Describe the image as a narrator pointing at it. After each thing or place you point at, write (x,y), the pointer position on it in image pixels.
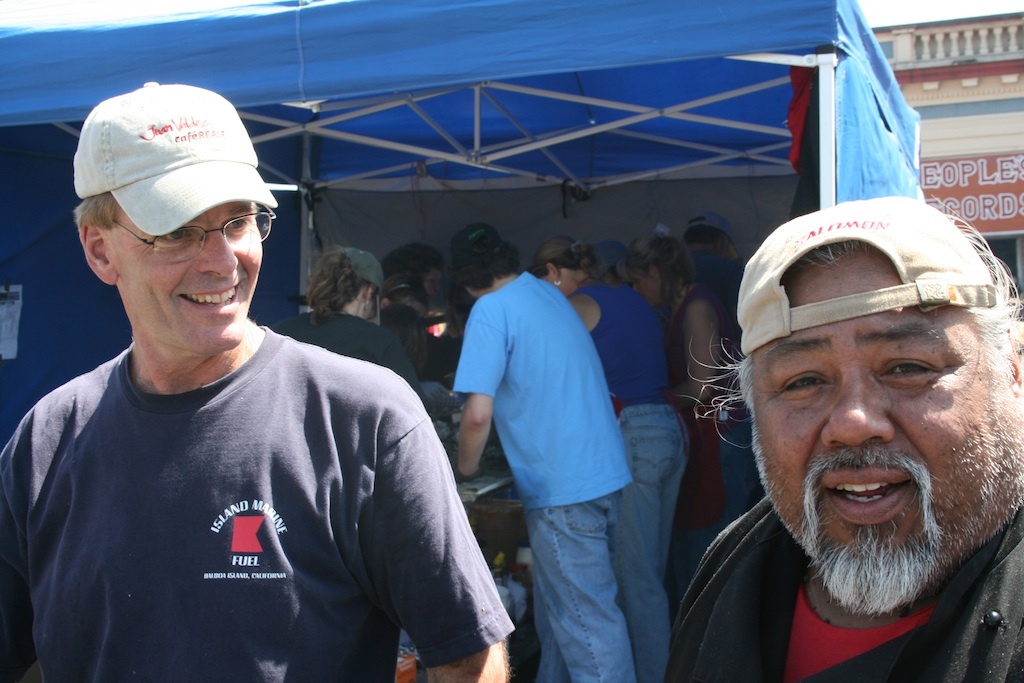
Front these two people (926,361) wore hats (820,234). This man (107,139) is smiling and looking at the person (812,386). Background (958,108) we can see people (432,291), tent (632,2), building (958,91) and hoarding (955,198).
